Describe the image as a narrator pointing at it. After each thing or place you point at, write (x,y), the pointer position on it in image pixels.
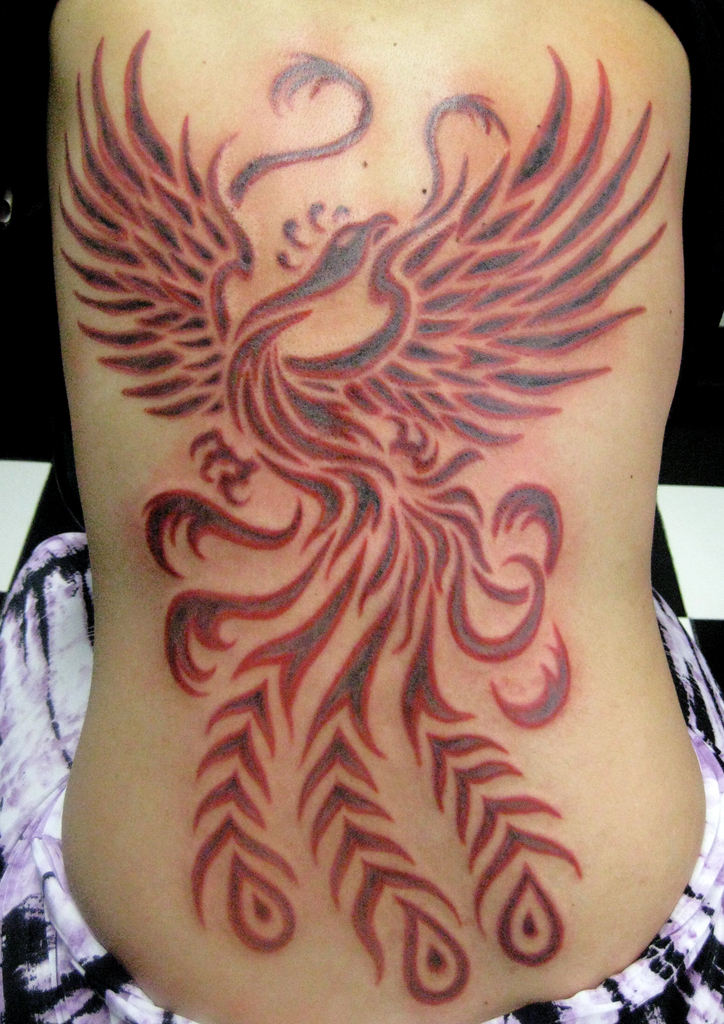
There is a tattoo (318,374) on a human body (305,567) as we can see in the middle of this image (350,552).
